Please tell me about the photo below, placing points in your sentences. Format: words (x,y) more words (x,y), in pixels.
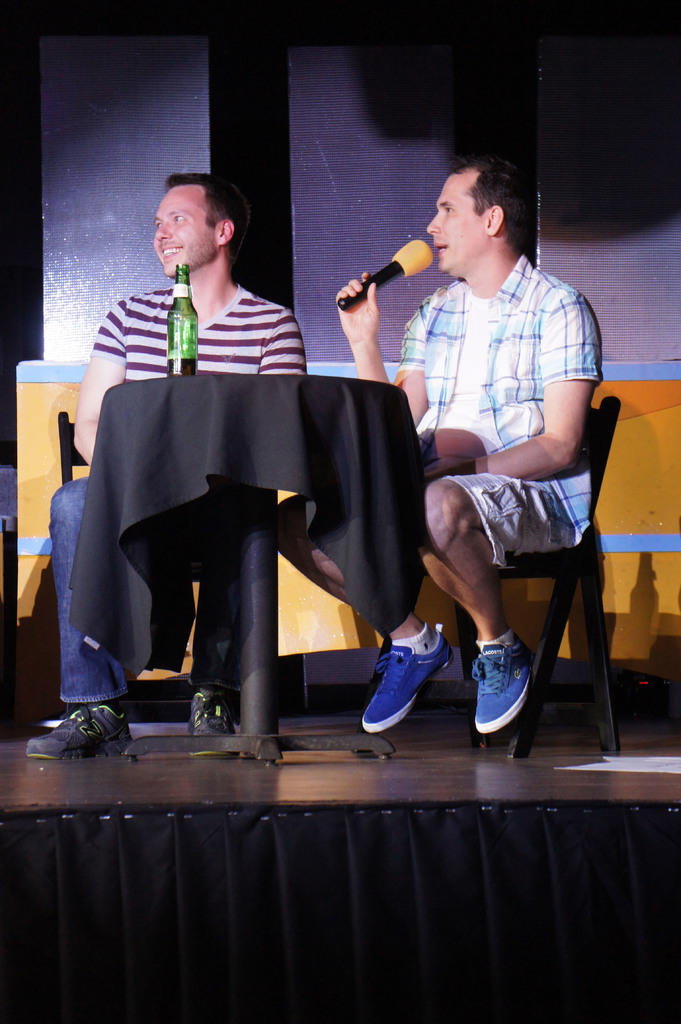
There are two men (515,386) sitting on the chairs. This is a table (244,523) covered with a black cloth (237,440). I can see a bottle (185,365) placed on the table (305,375). This person (464,274) is holding a mike (422,263) and speaking. I think this is a stage (429,774). In the background (587,133), I think this is the wall (432,145).
